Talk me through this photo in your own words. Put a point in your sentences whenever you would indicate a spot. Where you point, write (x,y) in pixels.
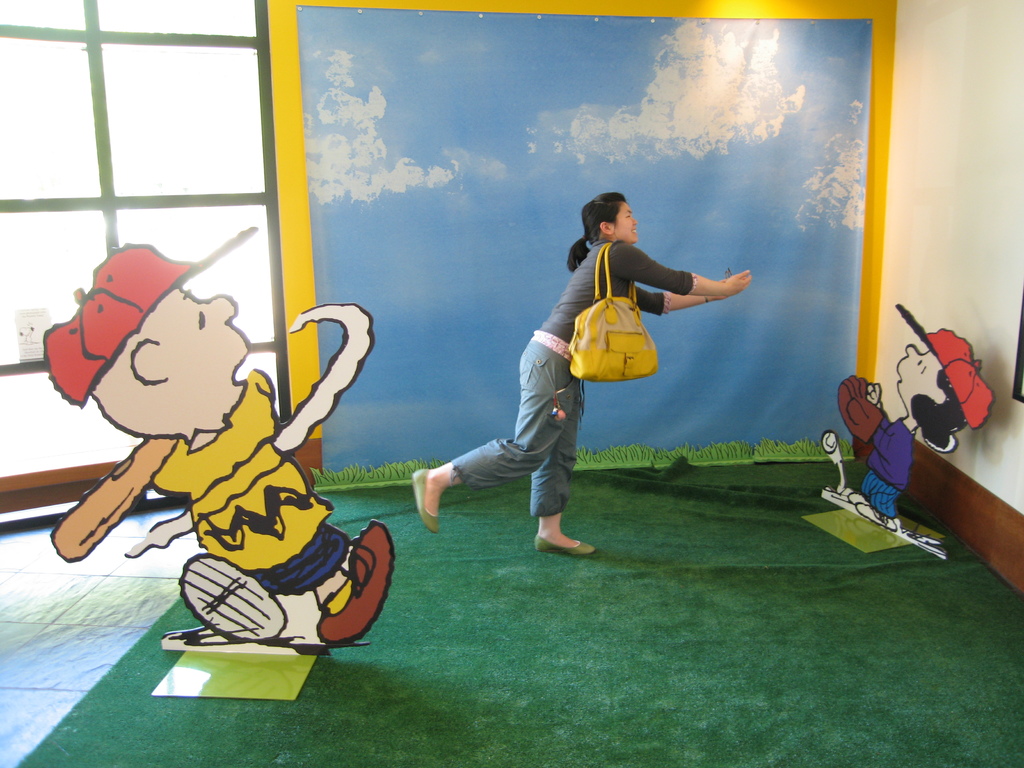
This image is clicked in a room (681,416). There are two cartoons (242,478) on the right side (961,418) and left side (330,598). There is a woman (441,477) in the middle (540,406). She is hanging a bag (624,333) on her shoulder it is in yellow color.
